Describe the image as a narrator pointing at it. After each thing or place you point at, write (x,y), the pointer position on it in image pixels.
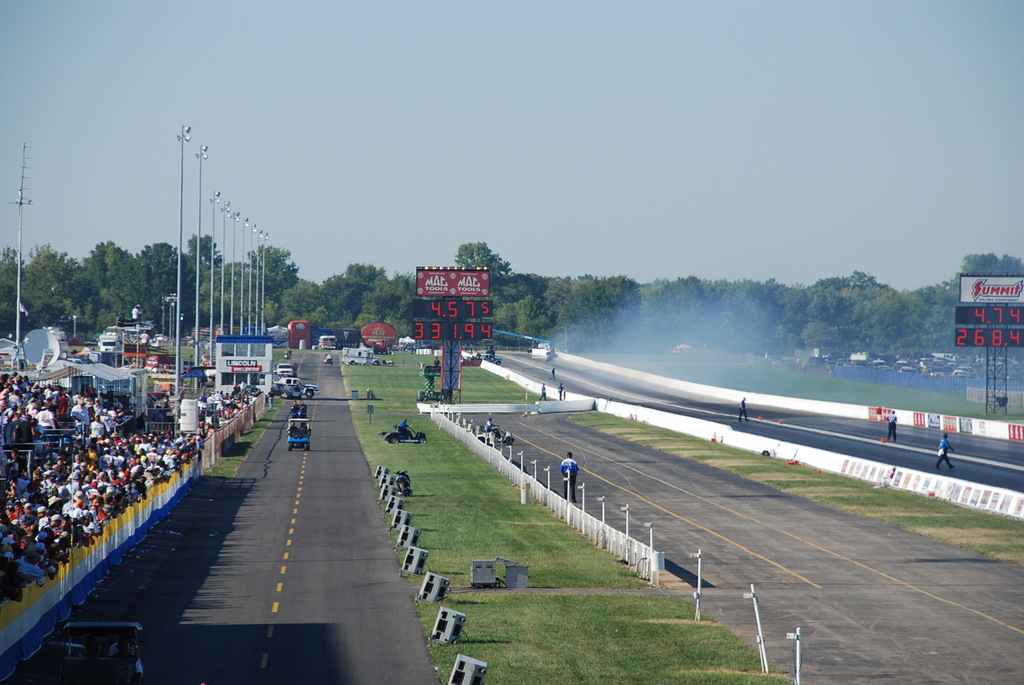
In this picture there are people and we can see vehicles (128,663) on the road (382,581), lights (420,549), poles (19,245), boards (458,310), shed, building (260,364), grass (645,599), smoke (724,313) and objects (40,361). In the background of the image (690,319) we can see trees (948,336) and sky (941,133).
